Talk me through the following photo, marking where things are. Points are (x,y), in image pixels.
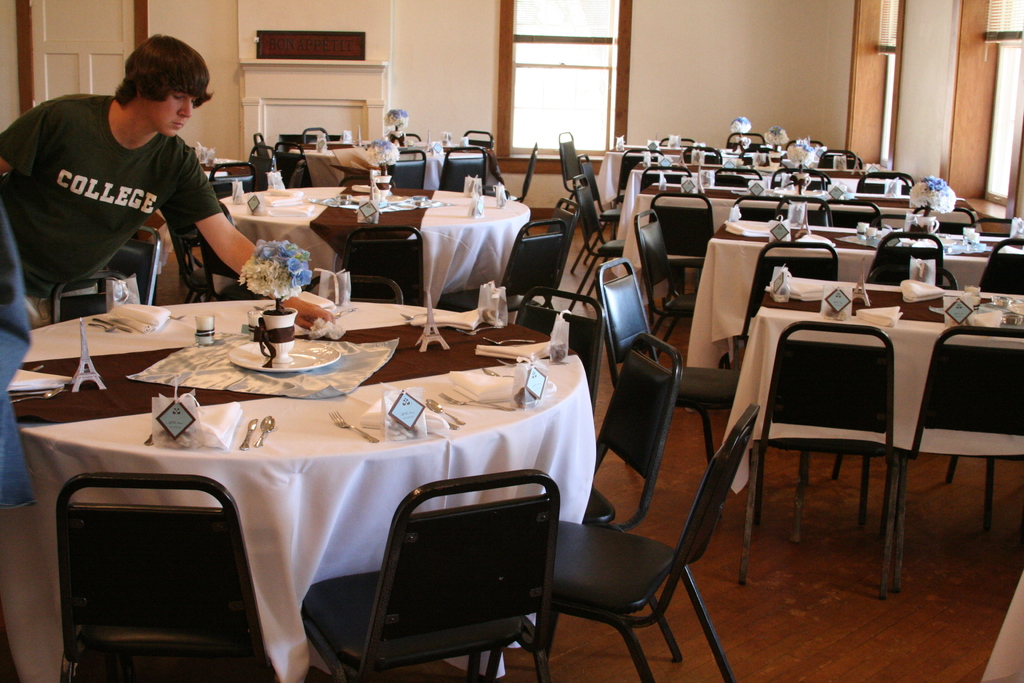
in a room (525,266) there are so many tables (941,234) and chairs (60,543) arranged for dining and there is a man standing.
